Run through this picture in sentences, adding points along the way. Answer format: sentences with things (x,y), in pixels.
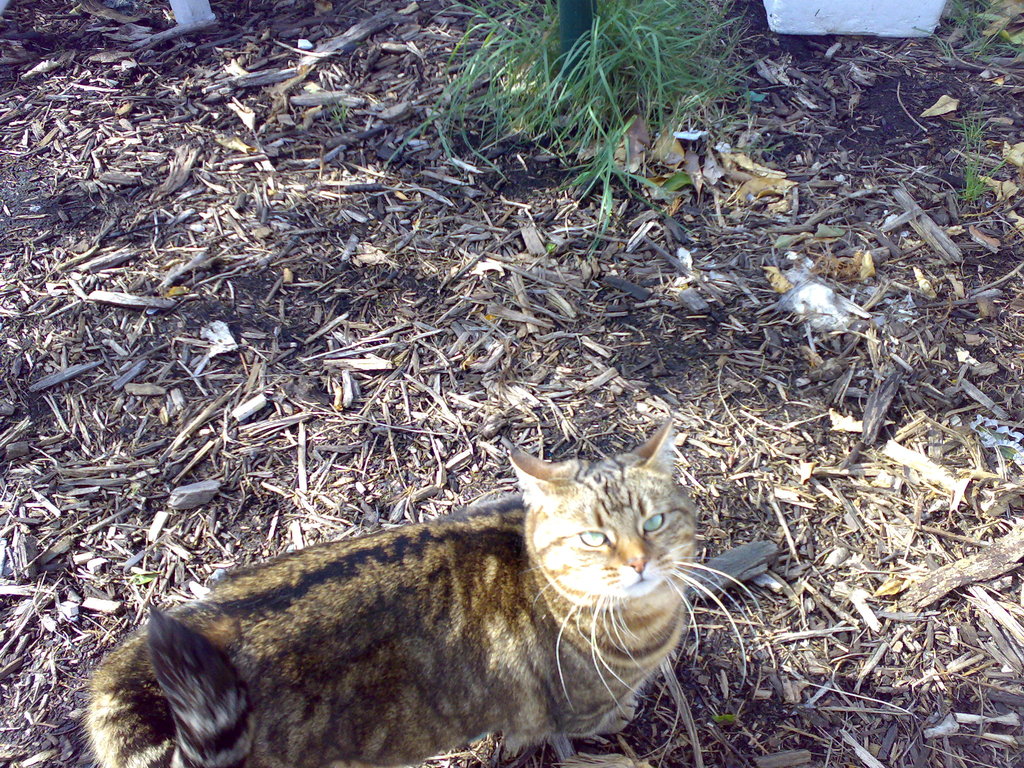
At the bottom of the picture (350,661), we see the cat (458,610) and it is looking at the camera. In the background (307,359), we see the twigs (349,382). At the top (486,90), we see the grass (652,101) and an object (791,26) in white color.
